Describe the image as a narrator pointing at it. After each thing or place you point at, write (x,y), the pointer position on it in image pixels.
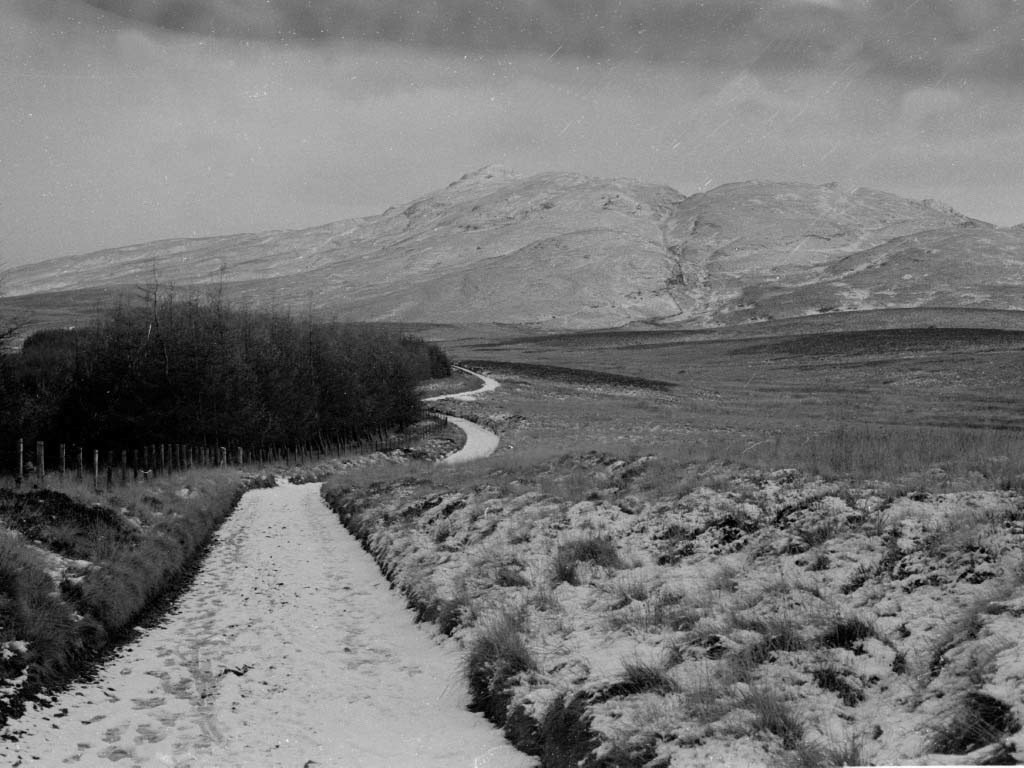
In this image I can see there is a snow (317,602). And at the side there are sticks (96,462), trees (83,459) and grass (128,487). And at the back (354,304) there is a mountain (463,239). And at the top (491,101) there is a sky (606,132).
